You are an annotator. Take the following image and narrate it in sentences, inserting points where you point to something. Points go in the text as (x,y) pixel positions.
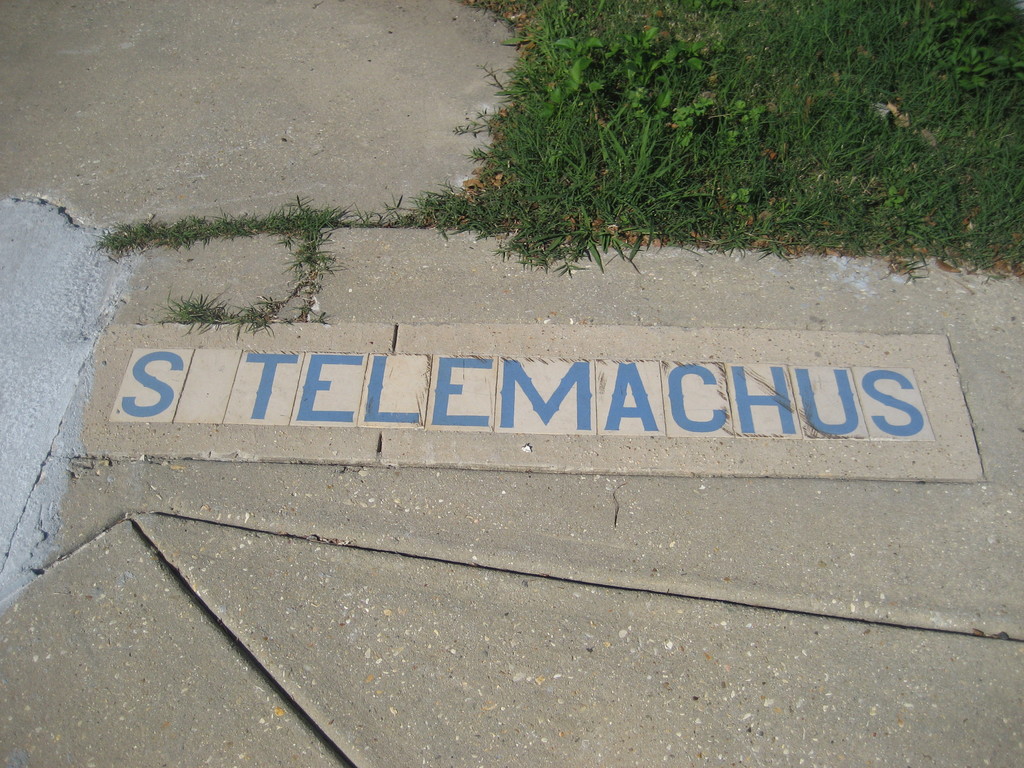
We can see letters (908,429) on the surface (536,446) and we can see grass (638,77) and plants (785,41).
